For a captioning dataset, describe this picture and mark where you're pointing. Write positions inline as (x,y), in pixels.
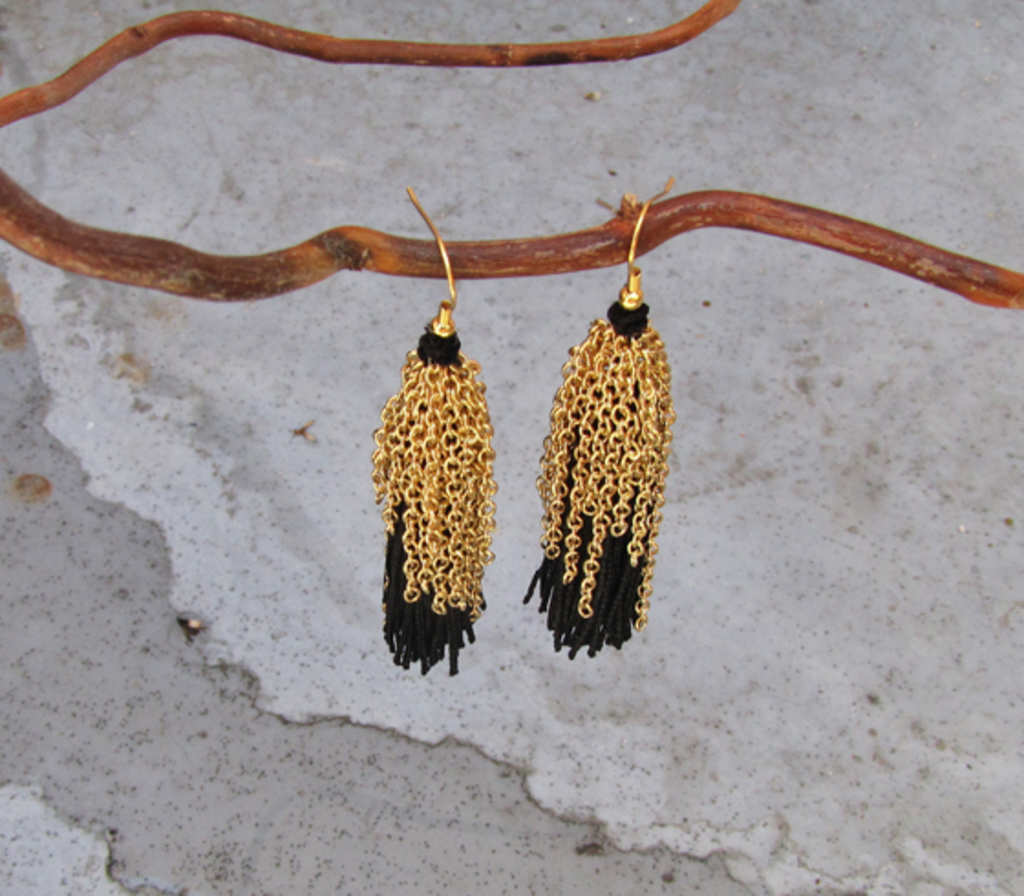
In this image there are earrings (578,397) hanging to a stem (516,246). In the background (889,476) there is a wall (325,219).
